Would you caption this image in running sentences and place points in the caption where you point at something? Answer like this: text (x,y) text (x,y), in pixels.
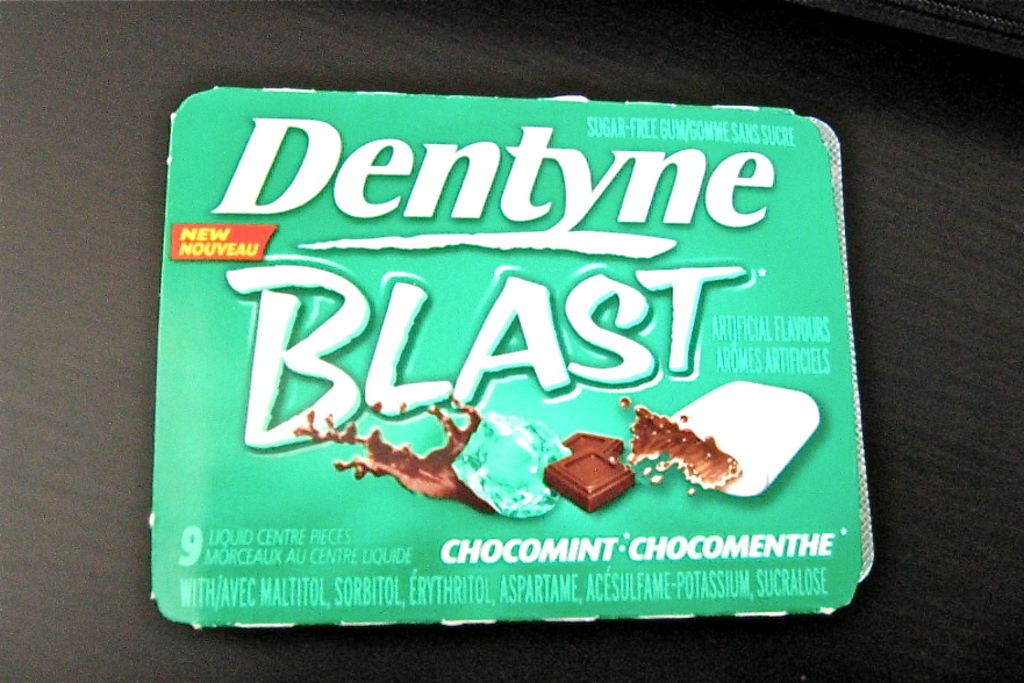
In this picture, it looks like a wrapper (854,513) and on the wrapper (446,581) it is written something and a label (198,238).
